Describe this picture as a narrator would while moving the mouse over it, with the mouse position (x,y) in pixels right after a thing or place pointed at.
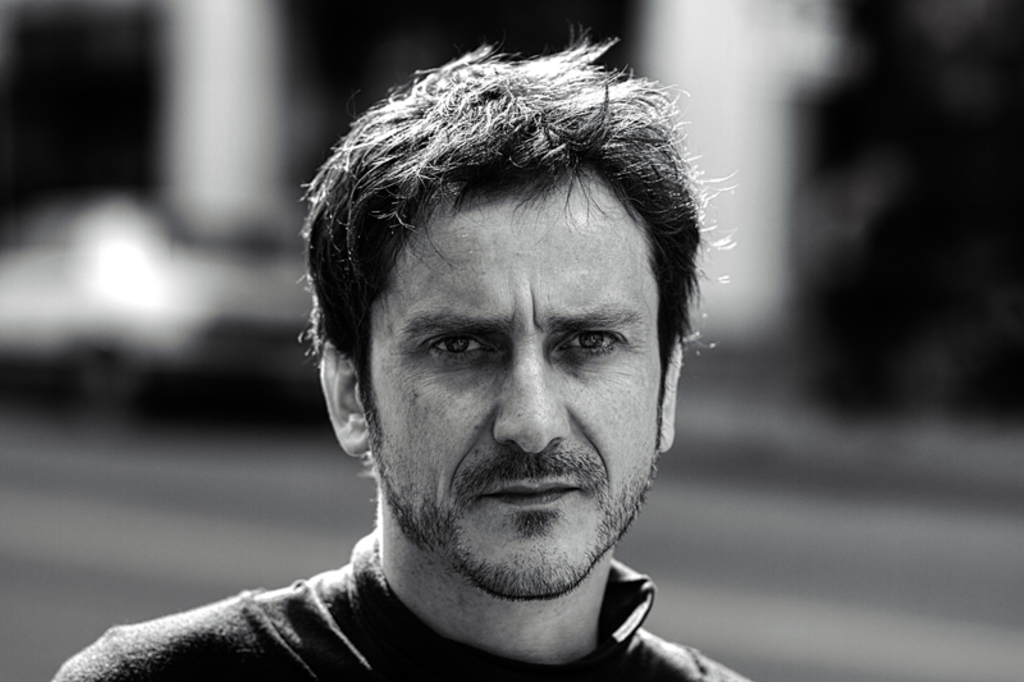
In this picture there is a man (552,648) who is wearing t-shirt (413,654). In the back (344,461) I can see the blur image. In the background (252,422) it might be the car (259,379) on the road (206,419), beside that it might be the building (731,205) and trees (843,208).
